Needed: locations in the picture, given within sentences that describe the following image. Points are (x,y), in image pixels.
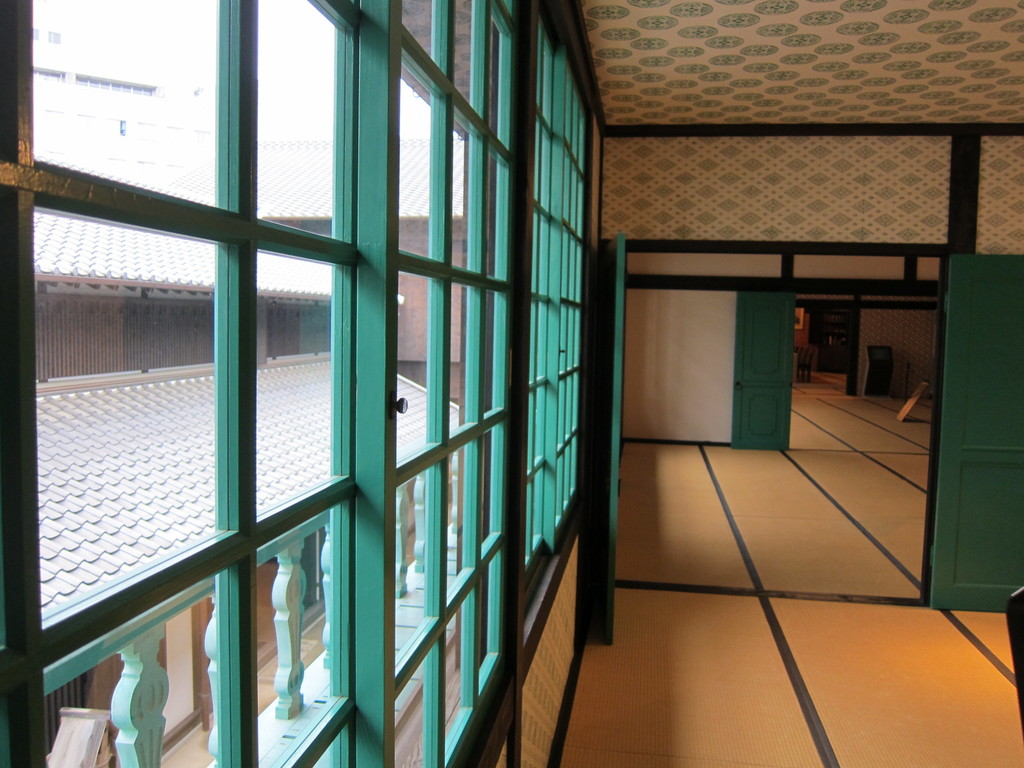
This picture describes about inside view of a building (747,429), on the left side of the image (230,382) we can see few glasses (181,356), from the glasses (293,410) we can find few more buildings (161,334).
